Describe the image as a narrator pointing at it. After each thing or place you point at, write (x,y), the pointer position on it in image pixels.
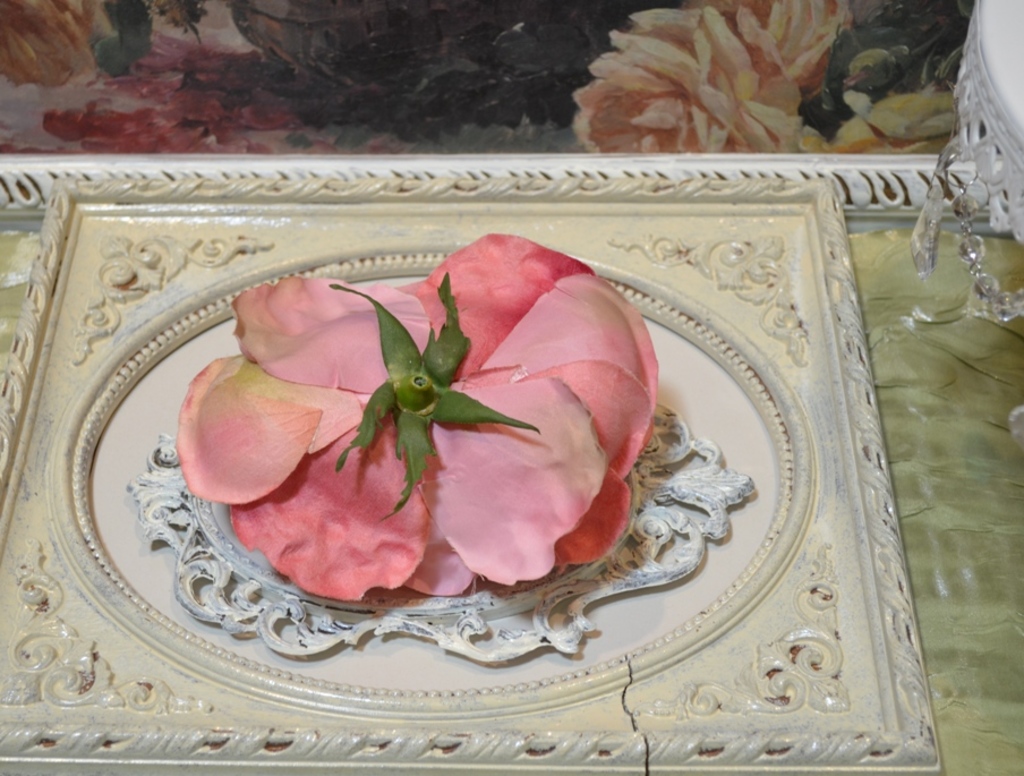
In this image I can see a white colour thing (83,723) and on it I can see a pink colour flower (554,306). On the top right side of this image (963,104) I can see one more white colour thing (1020,66) and on the top side (79,10) I can see a painting (85,60).
